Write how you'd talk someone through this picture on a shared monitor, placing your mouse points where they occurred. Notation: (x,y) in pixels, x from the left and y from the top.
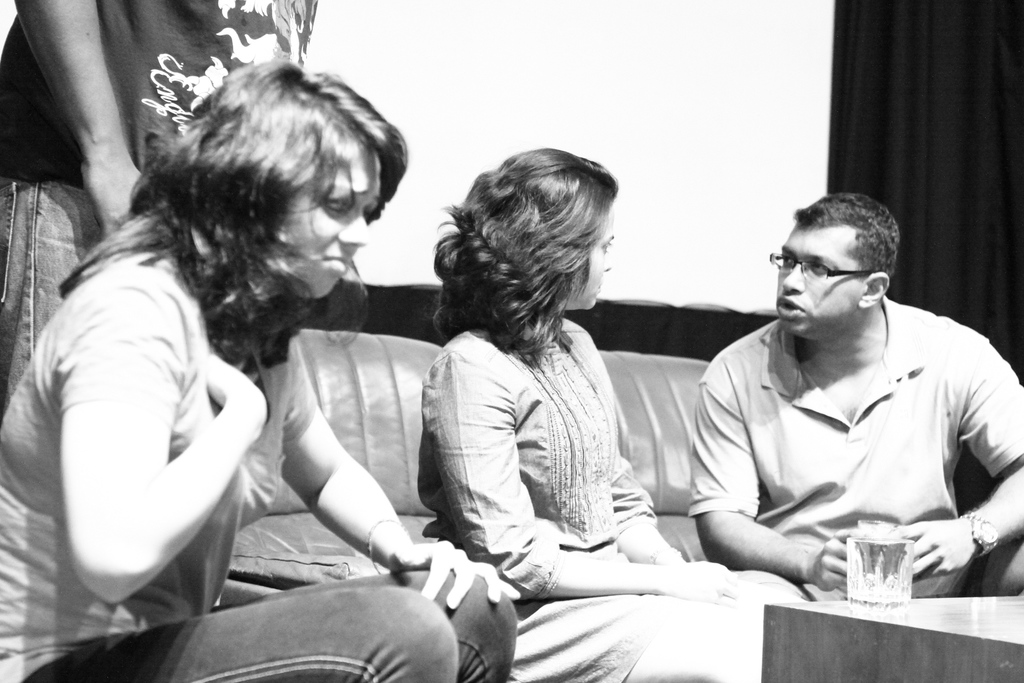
There are three persons (929,357) sitting on a sofa (334,541). One of them is speaking in front of a table (1014,620) on which, there is a glass (910,564) filled with water (869,564). In the background (290,35), there is a person (154,17) standing near white color curtain (642,105). And the background (915,130) is dark in color.
